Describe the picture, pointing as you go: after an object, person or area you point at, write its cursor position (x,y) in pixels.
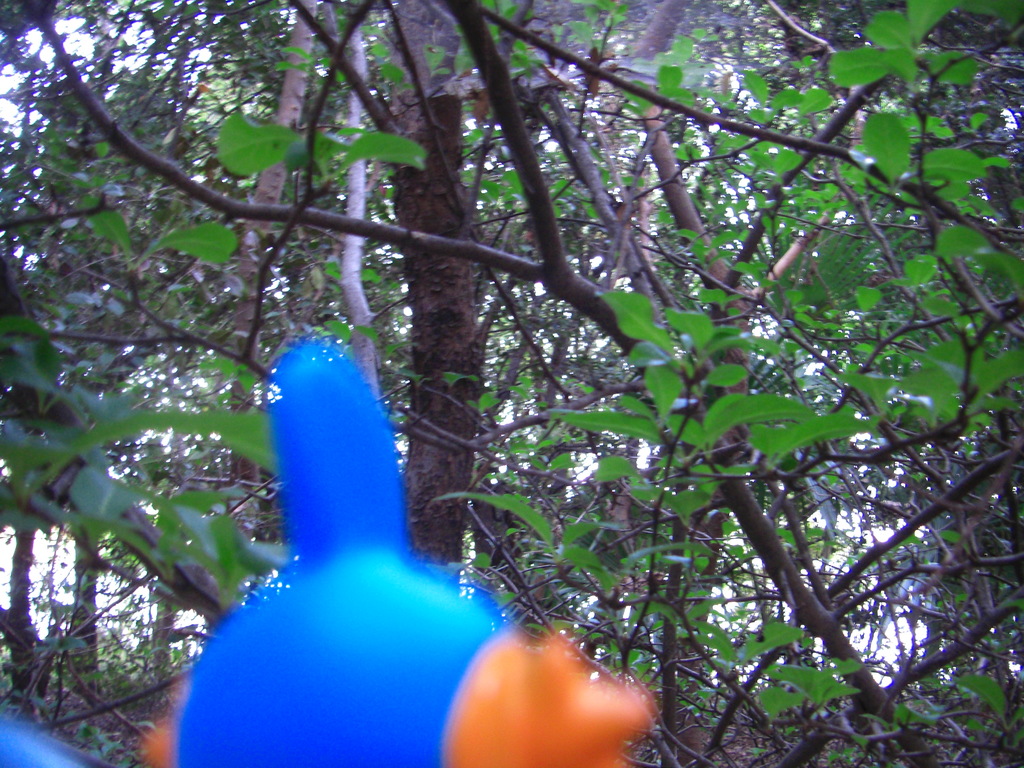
In this image we can see a tree (373,316) and the sky (167,405). On the bottom of the image (432,671) we can see a toy (391,631).
